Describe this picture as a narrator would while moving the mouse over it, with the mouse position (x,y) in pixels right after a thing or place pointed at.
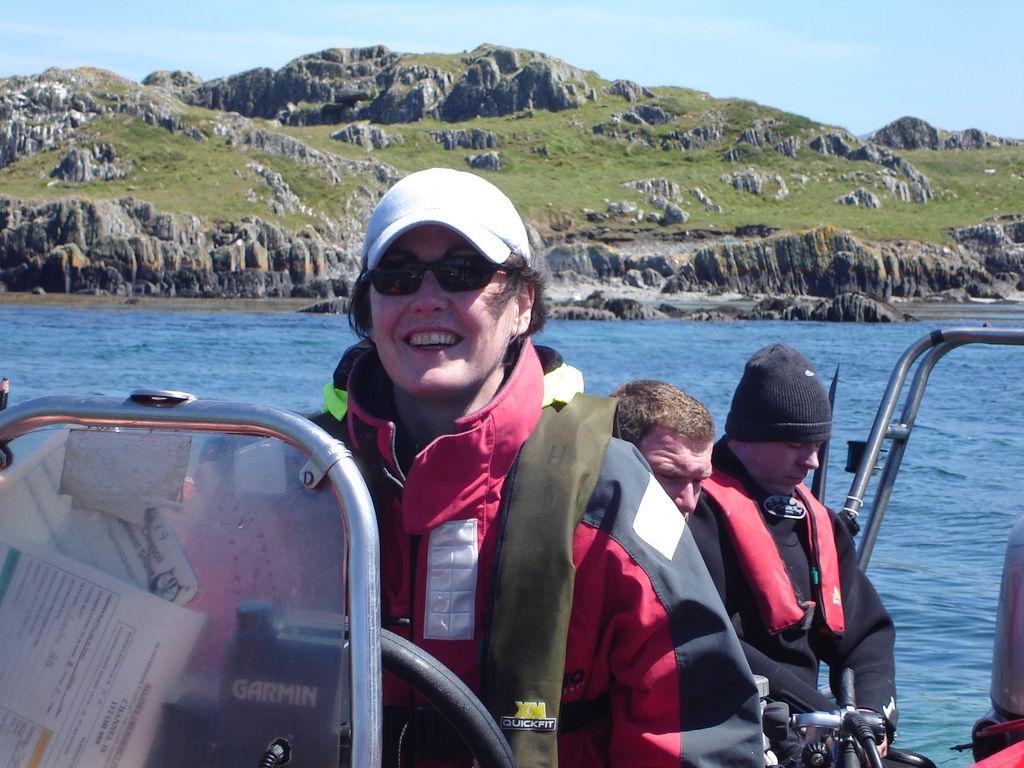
In the picture I can see people (496,576) on a boat (364,531) among them the woman (440,415) in the front of the image (430,391) is wearing a cap (473,228), black color shades (475,267), smiling In the background (617,305) I can see mountains (625,113), the grass (729,146) and the sky (803,78).
